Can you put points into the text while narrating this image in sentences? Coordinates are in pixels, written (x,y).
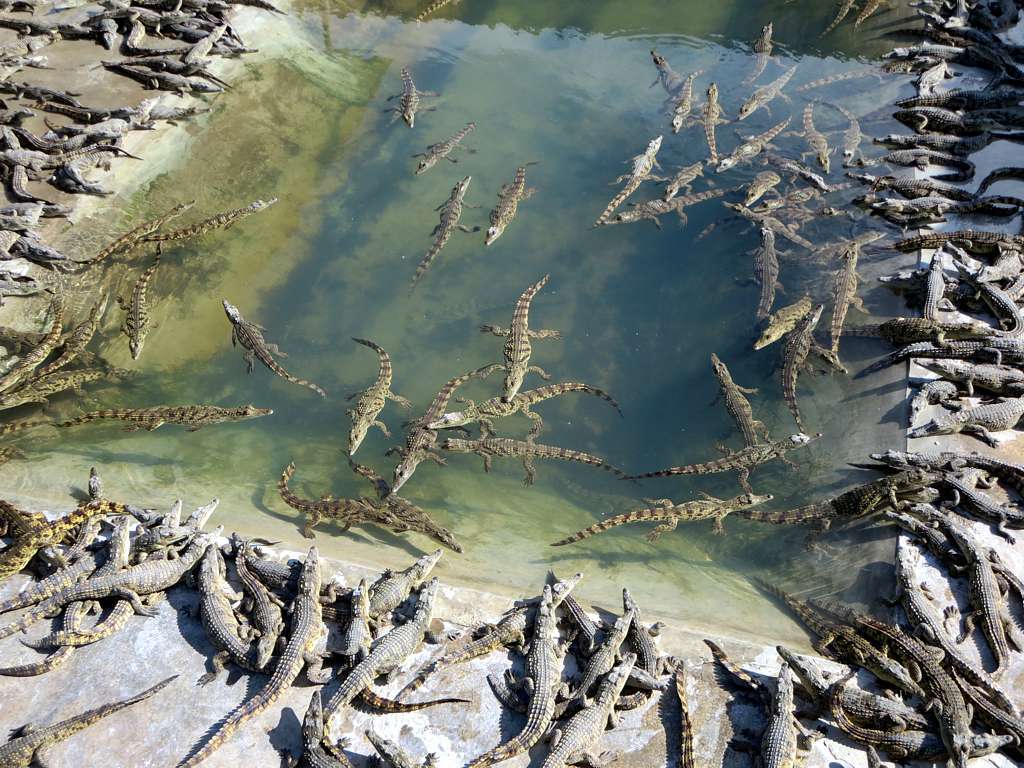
In this image we can see crocodiles (293,655) in water (507,520) and land (420,668).
